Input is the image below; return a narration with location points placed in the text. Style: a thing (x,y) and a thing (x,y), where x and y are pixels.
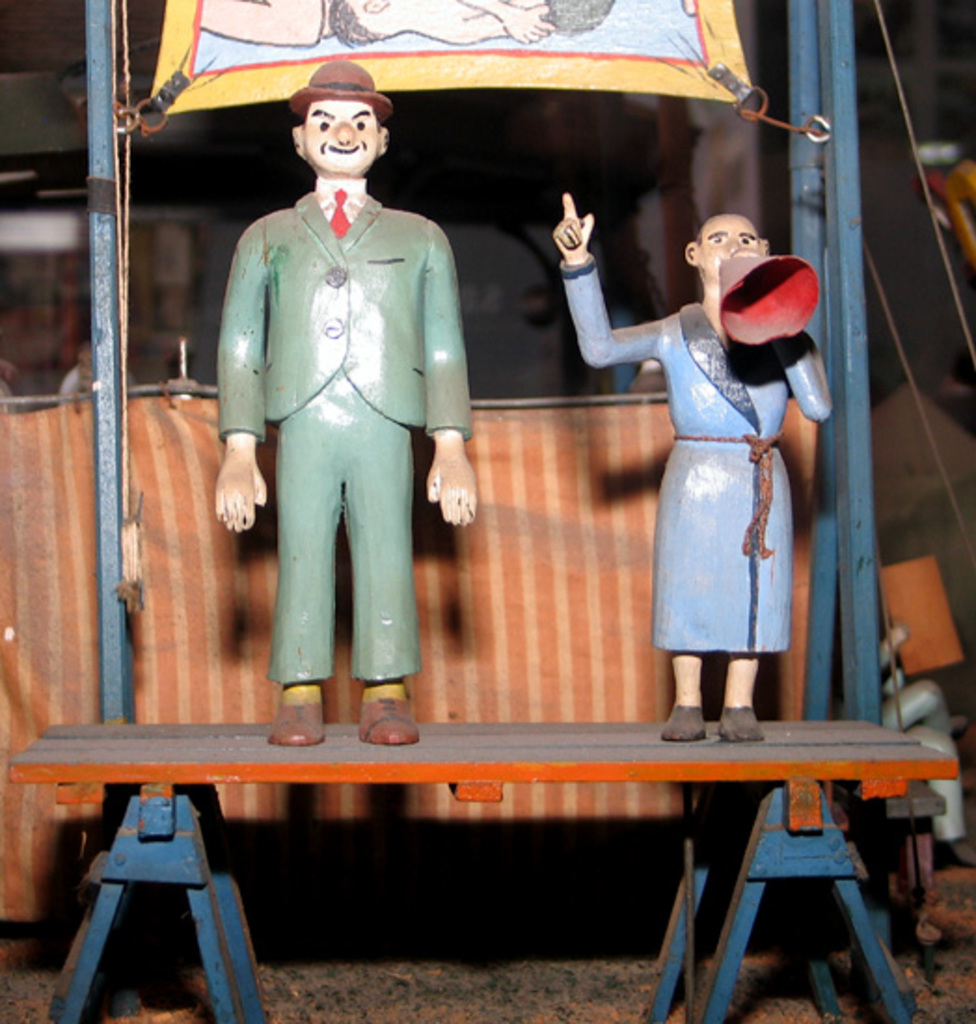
In a picture there are two dolls (305,690) placed on the table (339,742). One is wearing a hat (343,90) and another doll (683,492) is holding a thing (776,309) used for speaking, behind the dolls (314,229) there is a banner (562,44) attached to the poles (830,146) and behind the dolls (373,685) there is a curtain (172,614) in orange colour.
